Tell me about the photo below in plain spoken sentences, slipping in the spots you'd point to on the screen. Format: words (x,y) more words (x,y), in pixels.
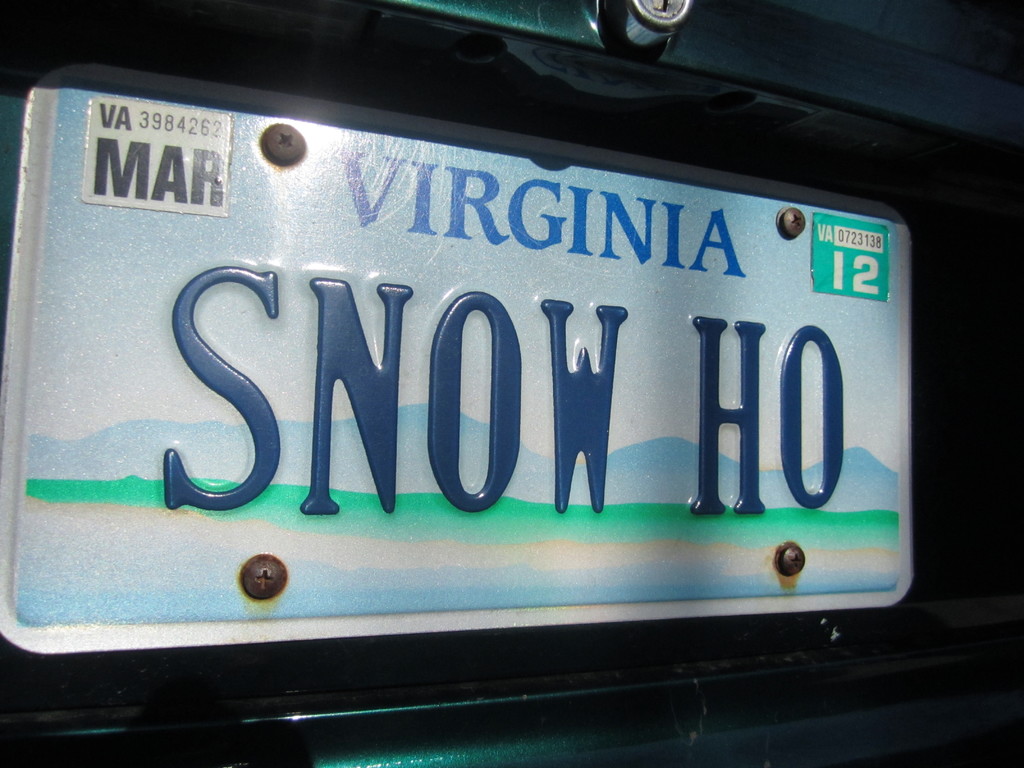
In this image we can see a board (402,518) with the text (517,412) and also numbers (217,127).
